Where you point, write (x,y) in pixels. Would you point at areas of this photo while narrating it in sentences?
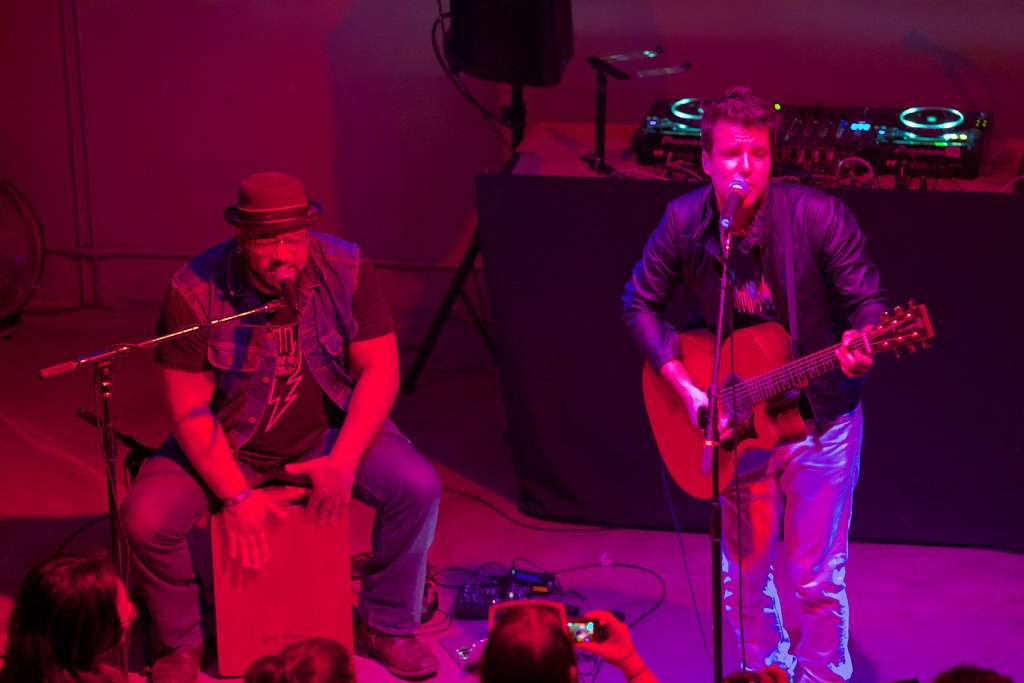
In this, 2 peoples (294,391) are playing a musical instrument (330,557). Few (52,642) are there at the bottom of the image (76,620). The background (821,136), we can see musical player (859,144). Here we can see stand (107,426), wall (359,224) and floor (62,465). The man (237,329), he wear a hat (278,209) on his head (290,240).
